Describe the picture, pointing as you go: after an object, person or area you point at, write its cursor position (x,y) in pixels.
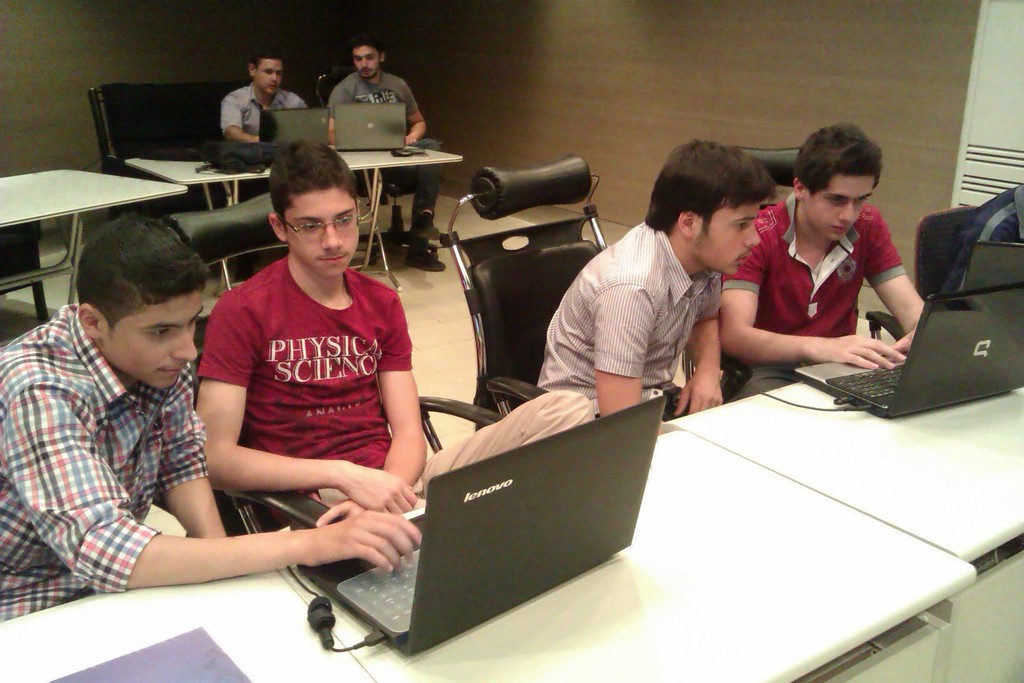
This picture is of inside the room (957,446). On the right (852,324) there is a man (811,250) wearing red color t-shirt (809,297), sitting on the chair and working on laptop (926,344). In the center (575,281) there are two men (342,292) sitting on the chairs (521,369). On the left (102,460) there is a man (105,477) wearing shirt (111,449), sitting on the chair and working on laptop (438,567). In the foreground (750,558) there are tables (868,538) on the top of which laptops (885,394) are placed. In the background (386,82) there are two persons (266,69) sitting on the chair (212,104) and working on laptop (305,112). There is a table (195,173) on the top of which a backpack (248,148) and laptops (346,133) are placed. We can see a wall (800,34) and a table (76,170) in the background (122,42).
